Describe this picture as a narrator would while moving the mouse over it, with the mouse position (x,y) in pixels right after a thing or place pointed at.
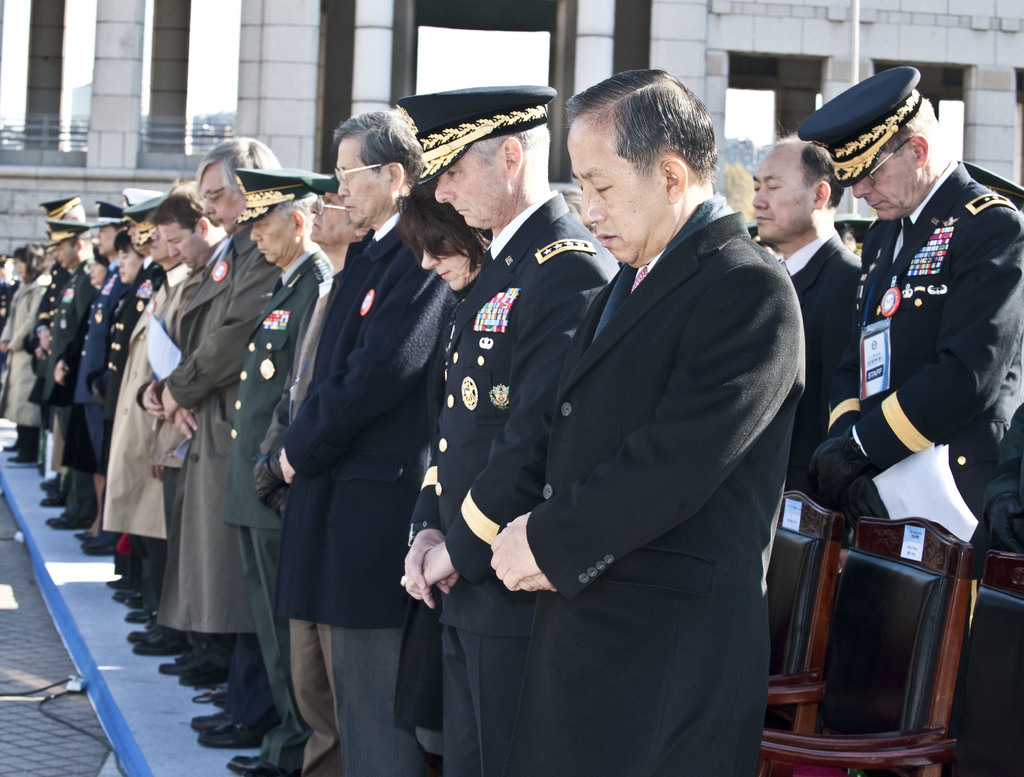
In this image, we can see people (626,224) standing and are wearing uniforms (539,319) and caps (257,177) and there are chairs (844,680). In the background (383,101), there is a building (786,90). At the bottom (32,680), there is a road (21,676).
